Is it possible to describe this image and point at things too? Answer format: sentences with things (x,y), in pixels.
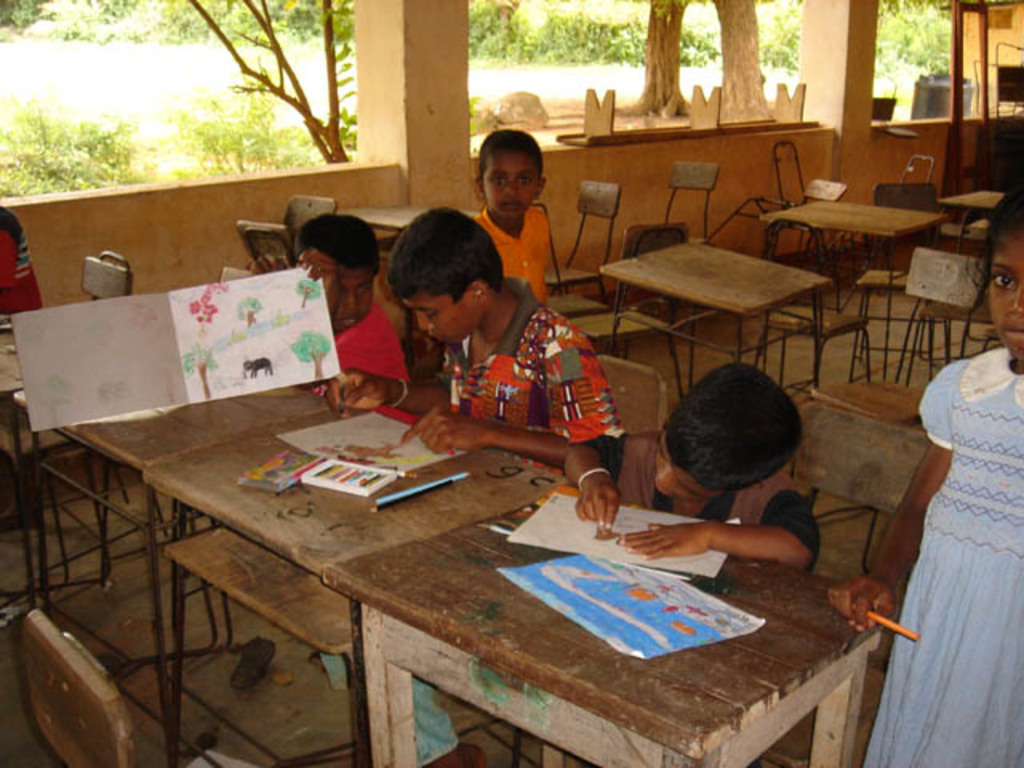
Here we can see children (459,412) sitting on chairs (621,416) with benches (487,457) in front of them, they are drawing on a paper (348,435) and behind them we can see greenery (512,53).
